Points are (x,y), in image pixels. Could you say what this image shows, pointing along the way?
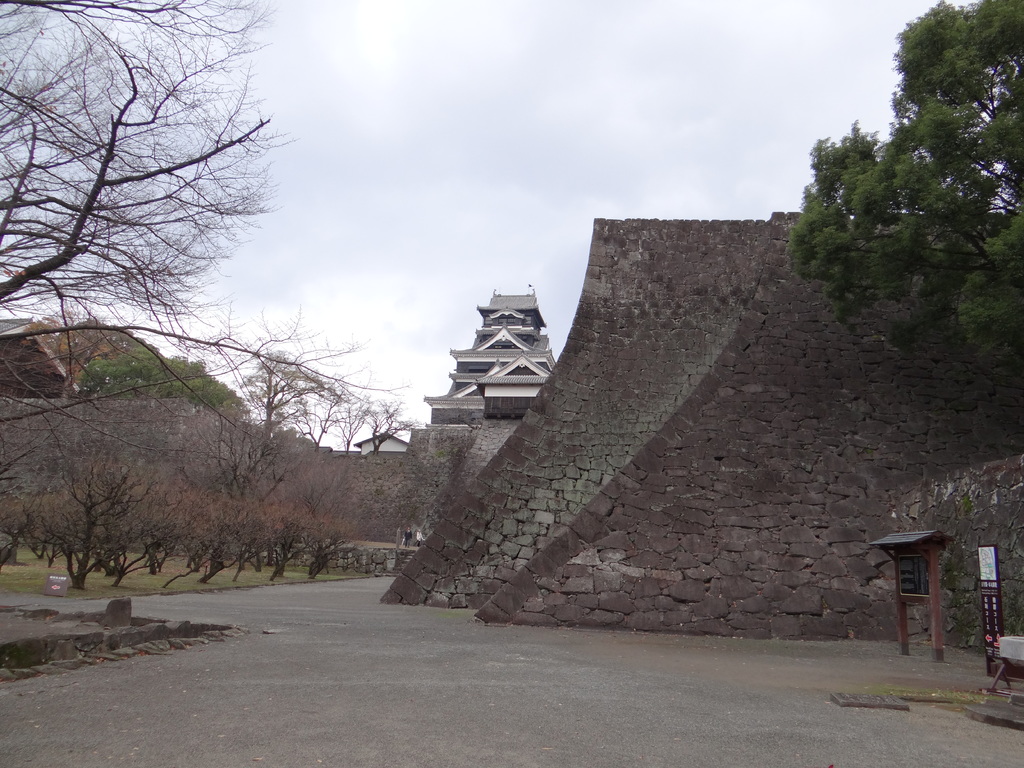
In this image I can see buildings (441,409). There are walls (761,390), trees (231,493), boards (939,637) and in the background (318,202) there is sky (318,202).
